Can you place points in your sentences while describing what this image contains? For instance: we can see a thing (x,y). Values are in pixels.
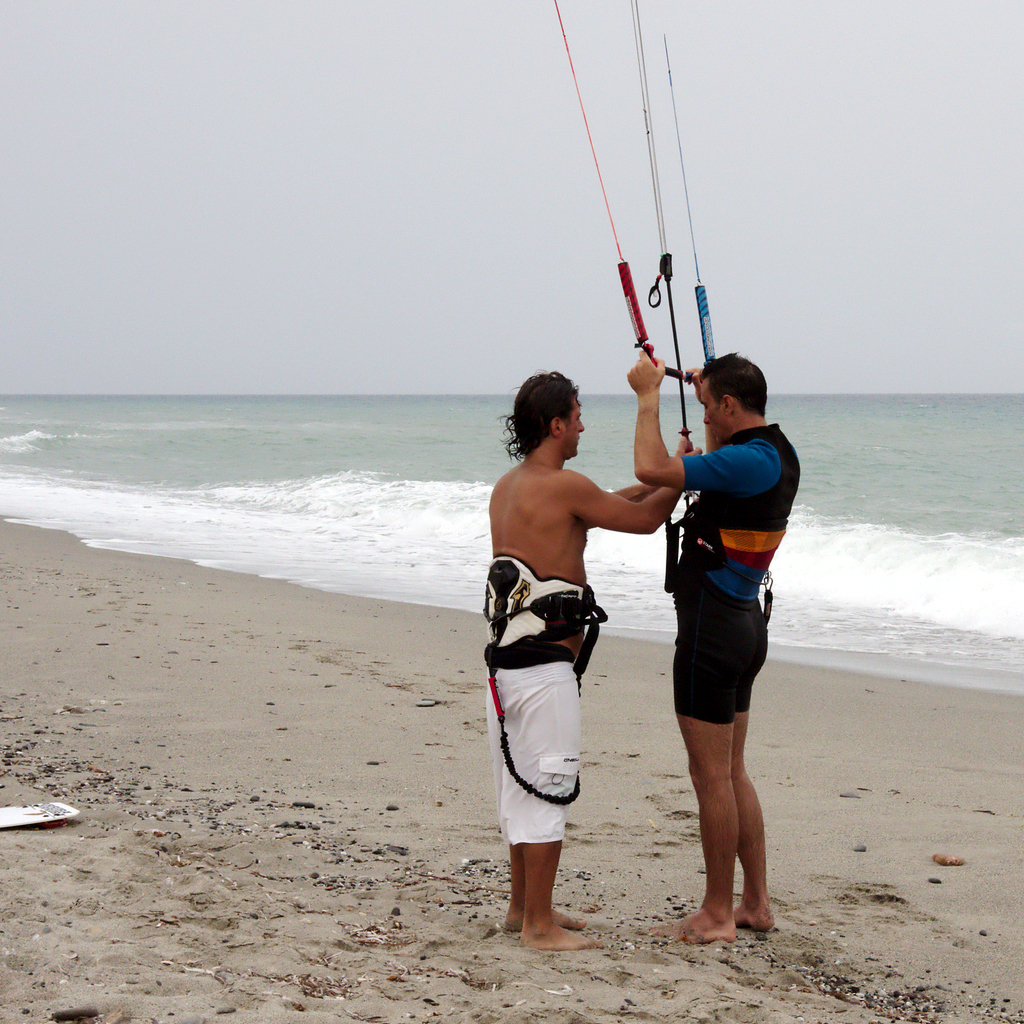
In this image there are two men (716,596) standing on a sand surface (277,724), in the background (619,423) there is the sea (931,403) and the sky (233,266).
